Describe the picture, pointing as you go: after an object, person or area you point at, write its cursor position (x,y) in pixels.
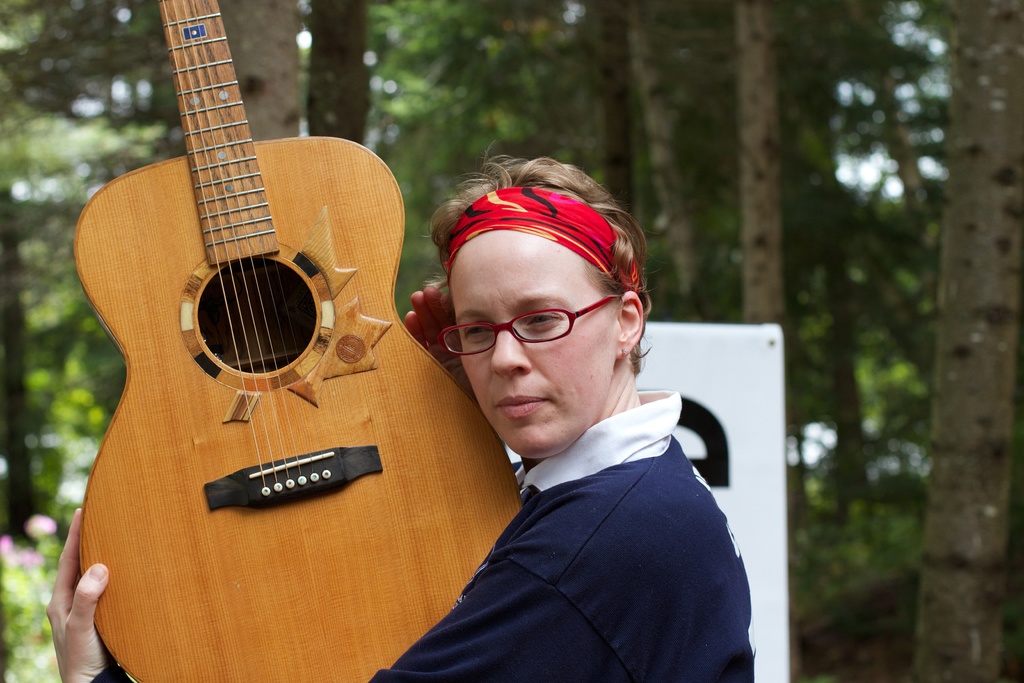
Person (558,531) holding guitar (345,474), in the background (667,114) there are trees (631,111).
